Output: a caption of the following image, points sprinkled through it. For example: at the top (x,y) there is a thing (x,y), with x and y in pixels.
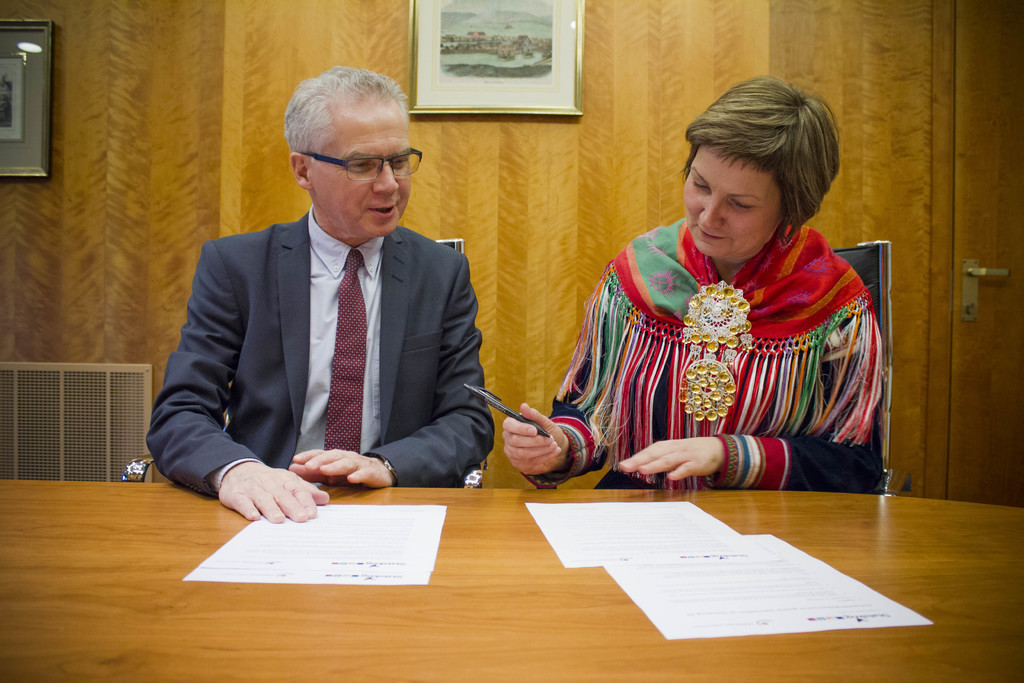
In this picture we can see there are two people (633,354) sitting on chairs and a woman (695,373) is holding a pen (507,411). In front of the people (460,392) there is a wooden table (514,649) and on the table (500,555) there are paper (722,552). Behind the people (589,319) there is a wooden wall (636,182) with photo frames (496,28).
